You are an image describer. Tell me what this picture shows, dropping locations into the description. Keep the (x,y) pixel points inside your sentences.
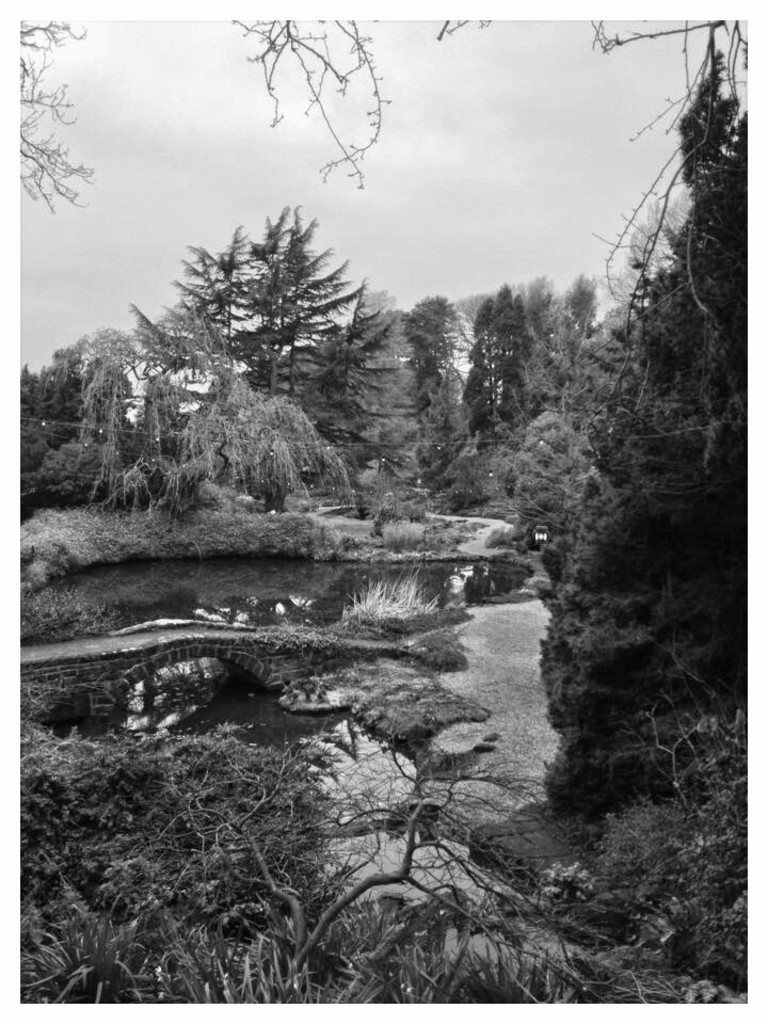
This is a black and white picture where I can see trees (626,460), stone bridge (270,658), water (217,581) and the sky (150,57) in the background (328,358).
